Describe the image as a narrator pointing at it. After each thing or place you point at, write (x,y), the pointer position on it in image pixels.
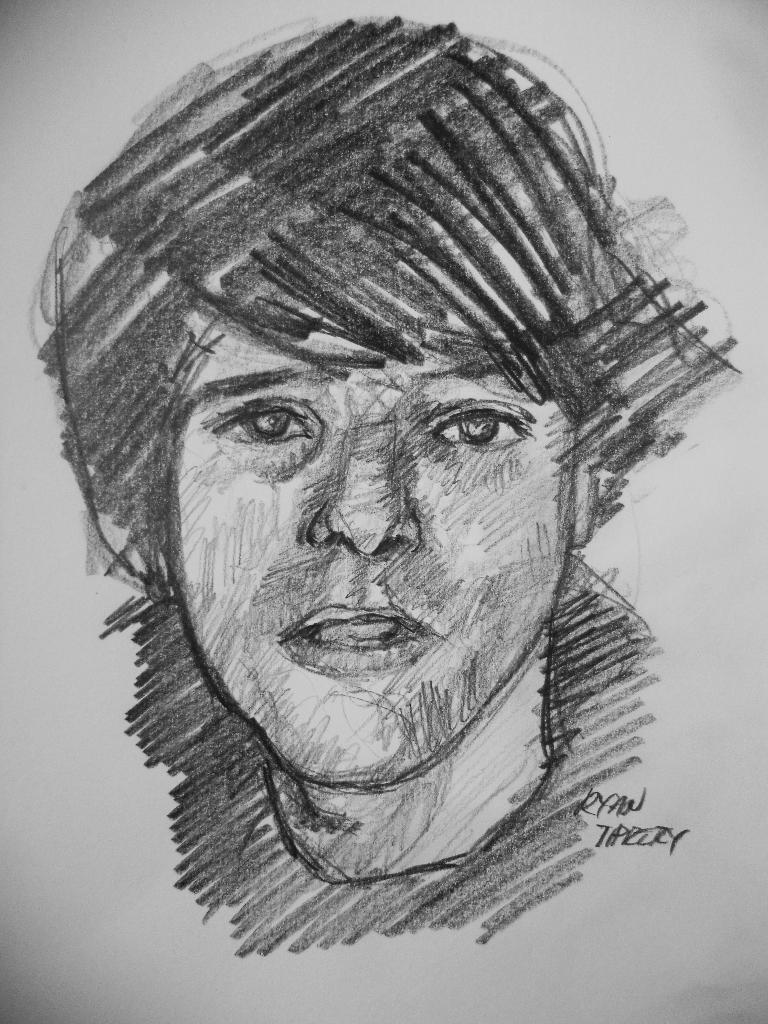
In this picture we can see drawing (292,643) of a person's face (298,773) on a paper (306,36) and we can see text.
